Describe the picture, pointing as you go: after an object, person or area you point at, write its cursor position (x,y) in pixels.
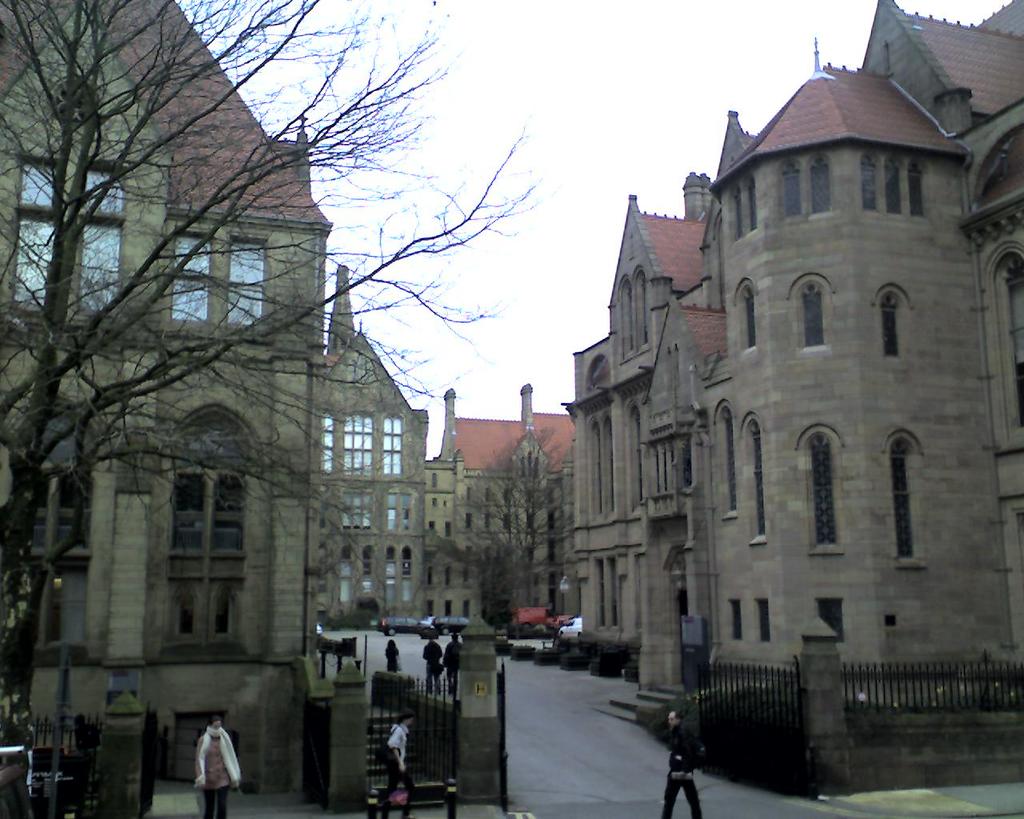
This picture is clicked outside. In the foreground (220,784) we can see the group of people (682,783) walking on the ground (555,794) and we can see the metal rods (376,740), dry stems (112,174) and the branches (183,126) of the tree (21,509). In the center (364,474) we can see the buildings (495,479), vehicles (571,632), plants (575,649) and some objects (323,645). In the background (520,150) we can see the sky (522,263) and the dry stems (525,518) and branches (517,556) of the tree (511,610).
